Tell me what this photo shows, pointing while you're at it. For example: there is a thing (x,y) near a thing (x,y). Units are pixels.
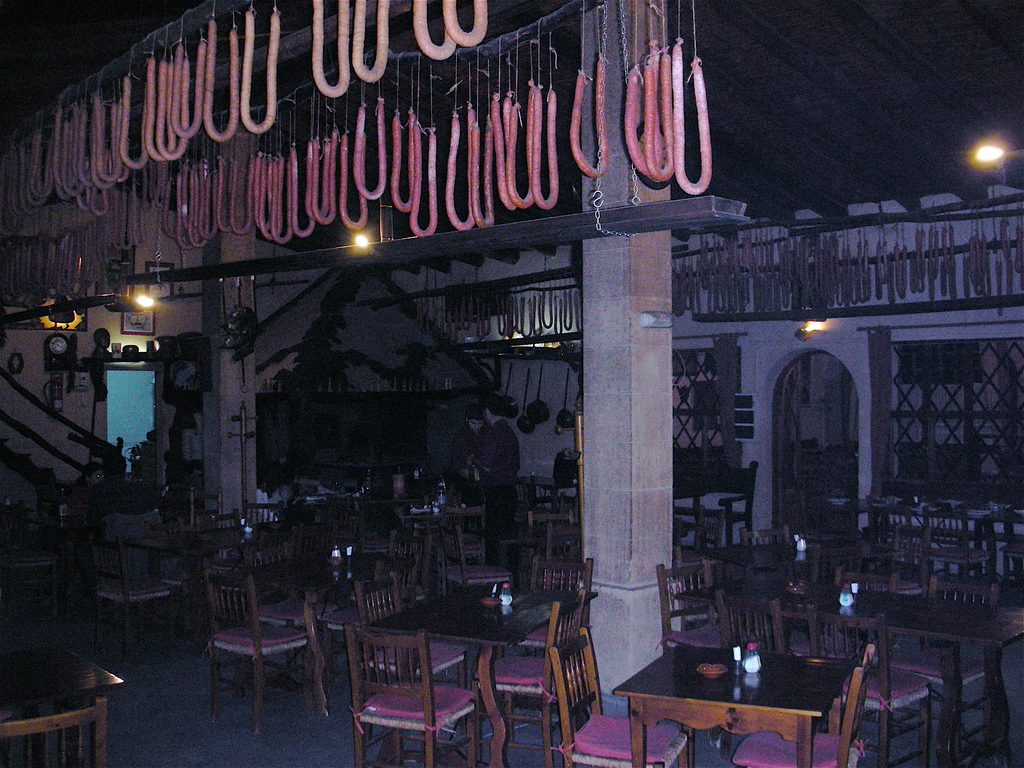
In this image we can see few chairs (415,642) and tables (718,693), there are few objects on the tables (481,589) and there are few people (502,466), there are few lights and objects (384,116) hanged to the ceiling (809,126), there is a staircase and there are few objects (52,341) to the wall (9,343).
